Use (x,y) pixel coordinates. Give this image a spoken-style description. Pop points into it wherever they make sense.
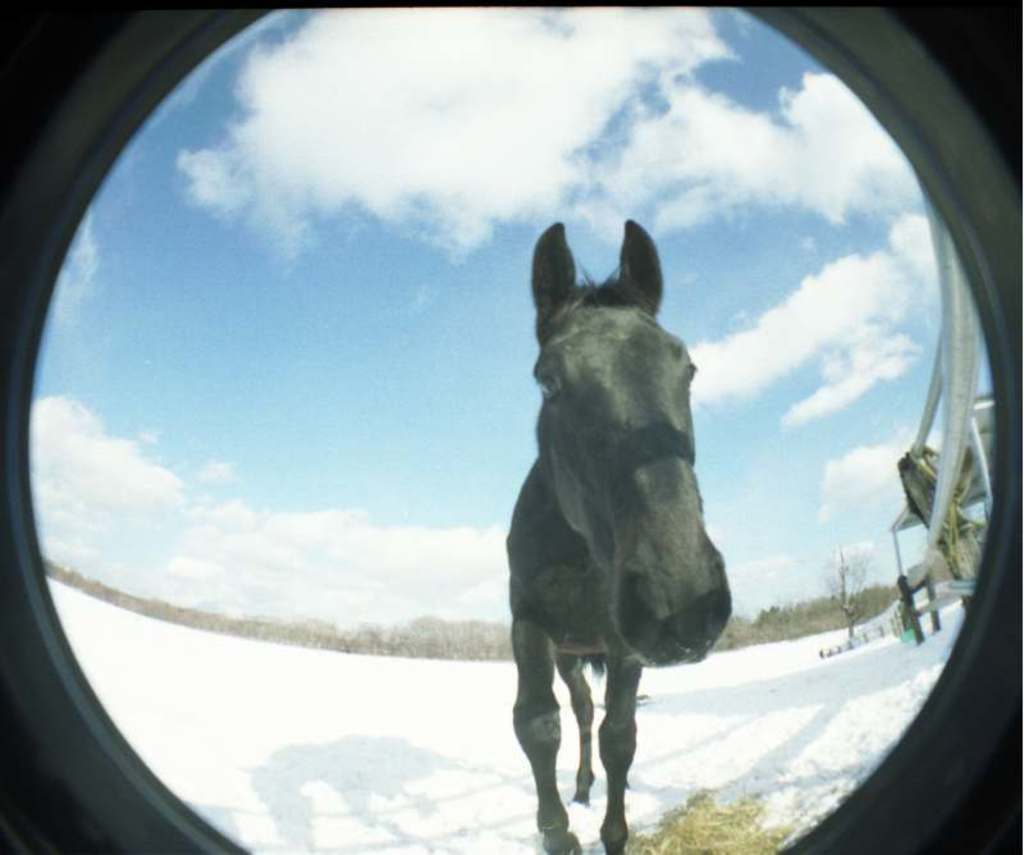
In front of the image through a hole (645,342) we can see a horse (540,692) on the snow surface (793,826), behind the horse (566,486) there are metal rods (950,404), some objects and trees (394,632). At the top of the image (452,210) there are clouds (806,341) in the sky (370,218).
